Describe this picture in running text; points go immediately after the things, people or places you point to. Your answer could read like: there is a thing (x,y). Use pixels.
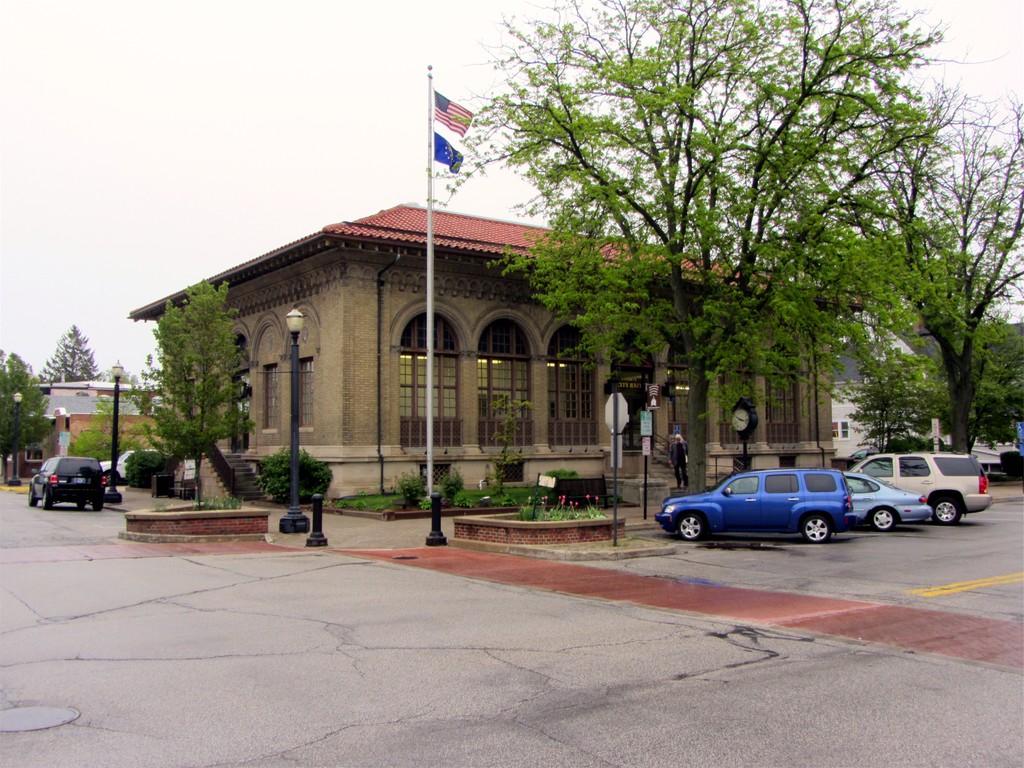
In this image few cars (903,472) are parked in front of a building (525,375). There is a flag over here. There are trees (812,360), plants (267,487), poles (300,513), in front of the building (802,414). There are few other buildings (109,425). Here there are two cars (100,471). The sky (108,311) is clear.
